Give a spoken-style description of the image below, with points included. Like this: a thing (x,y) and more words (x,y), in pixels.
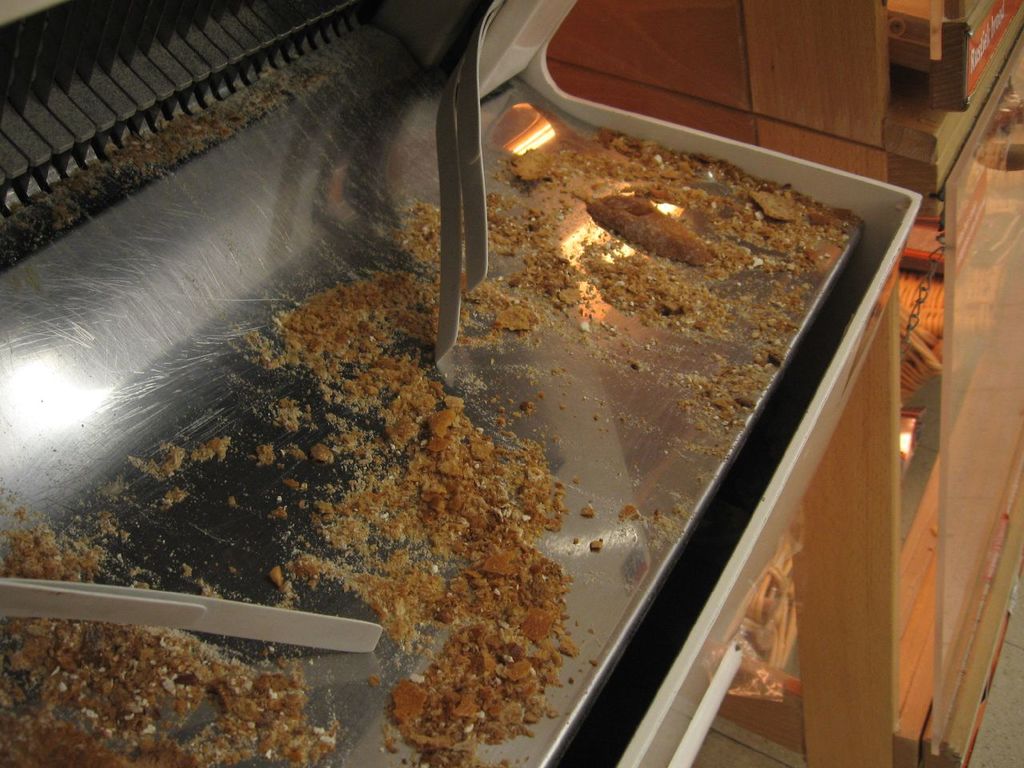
In this image we can see some food (443,406) on the machine (596,369), also we can see a cupboard (922,112) with some objects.
